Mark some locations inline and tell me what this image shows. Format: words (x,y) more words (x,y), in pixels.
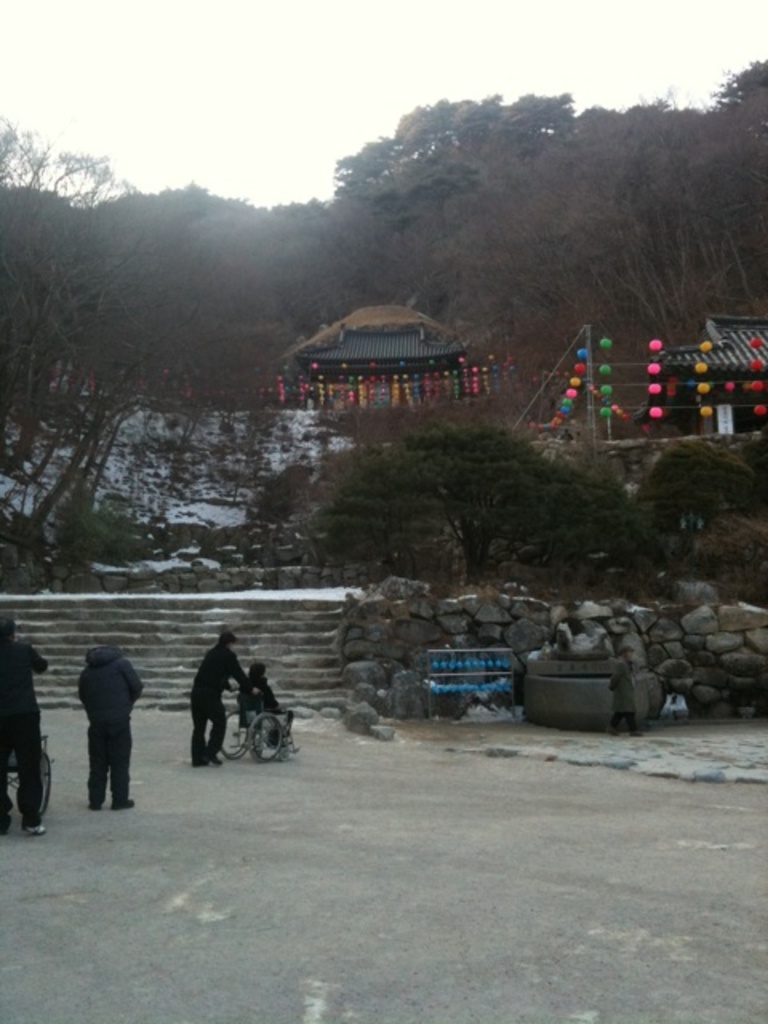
There are few persons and this is a road (539,961). In the background (433,563) we can see trees (609,509), huts (713,421), decorative items (707,414), and sky (276,107).
